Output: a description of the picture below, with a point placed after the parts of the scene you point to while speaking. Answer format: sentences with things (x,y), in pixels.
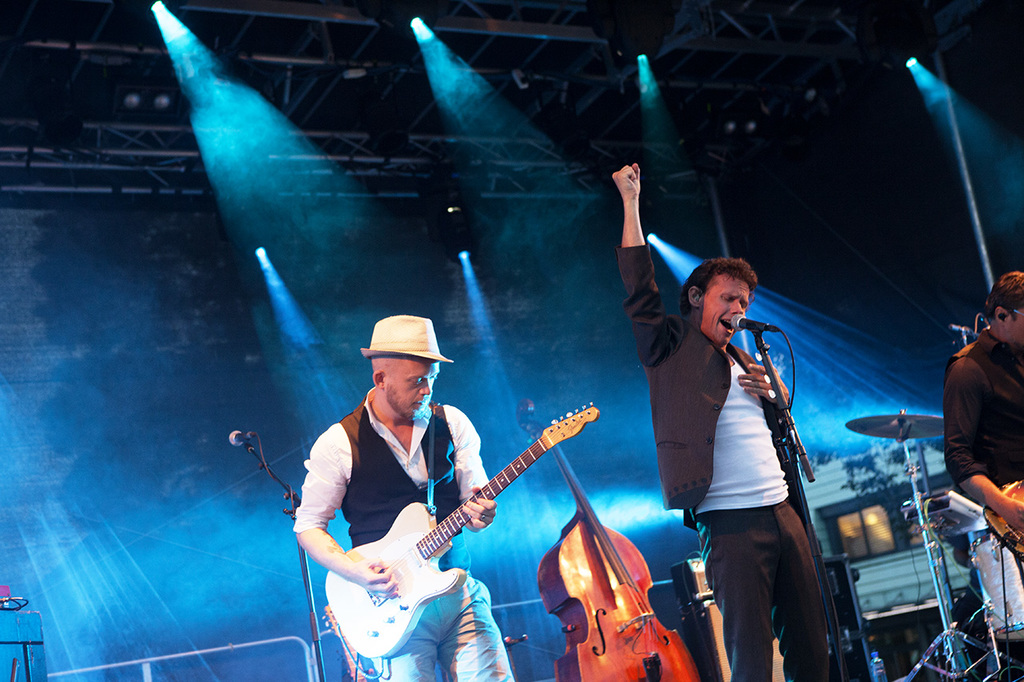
In this image I can see three persons (762,436). The man (471,483) who is standing at the left corner (329,486) wearing a black vest (380,459), white shirt (416,463), cap (410,344) on his head (415,396) and playing a guitar (422,568). The person (730,488) who is standing in the middle (676,442) seems like he is singing a song. the person (993,386) at the right corner (1002,418) is holding guitar (996,512) in his hands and there are some musical instruments (661,641) around these people (720,578). It seems like a stage (518,630). On the top of this image (456,74) I can see some lights (425,27).
